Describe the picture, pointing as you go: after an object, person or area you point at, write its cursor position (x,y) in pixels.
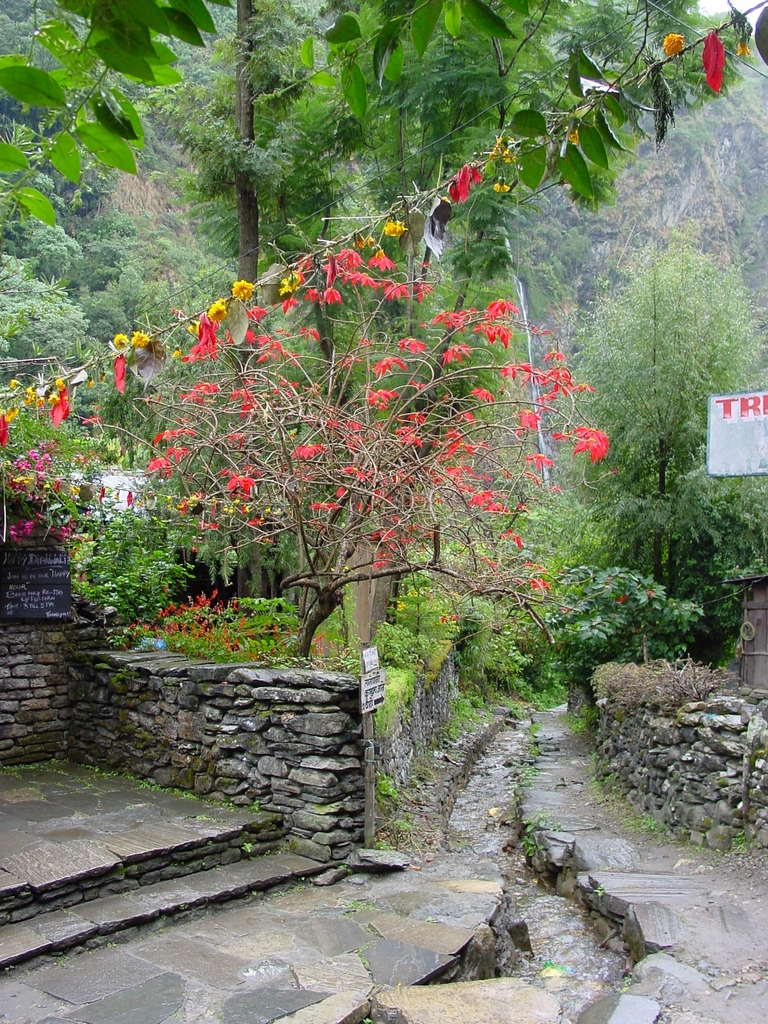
In this image I can see the ground (211,938), the water (571,917), few walls (335,694) which are made up of rocks (442,788), few poles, few boards (716,428) and few trees (513,461) which are green and red in color. In the background (453,143) I can see few trees (487,149) and the sky (752,20).
